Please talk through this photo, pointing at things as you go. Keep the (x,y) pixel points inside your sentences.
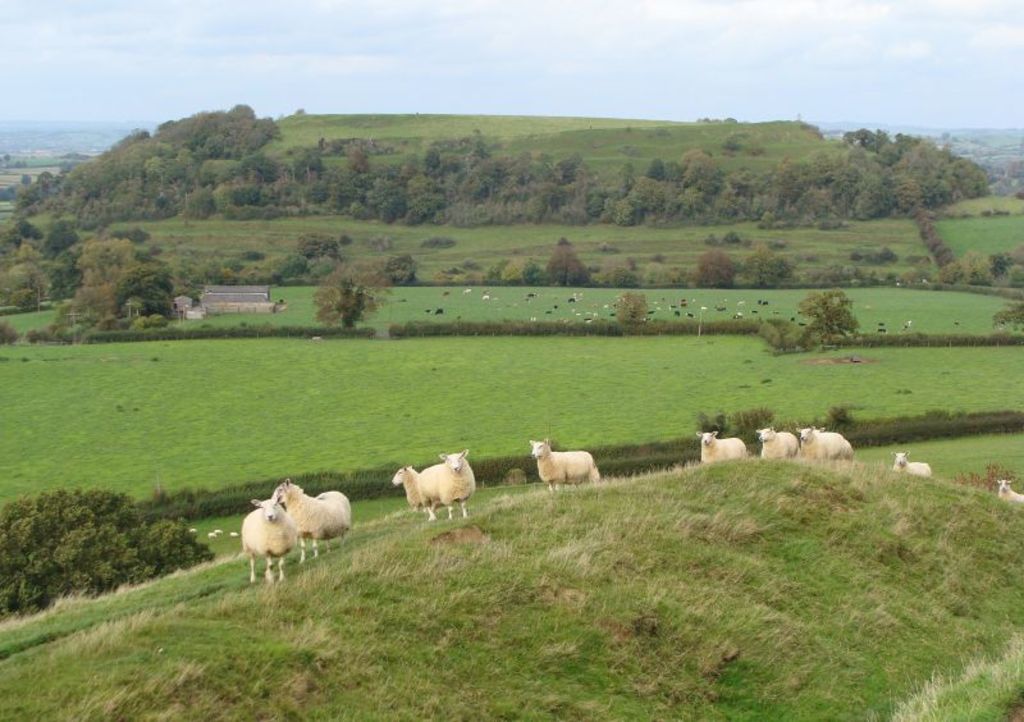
In this picture we can see some sheep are standing, at the bottom (688,584) there is grass (640,641), in the background (370,264) we can see trees (905,198), there is the sky (747,33) and clouds (706,36) at the top of the picture (637,32).
